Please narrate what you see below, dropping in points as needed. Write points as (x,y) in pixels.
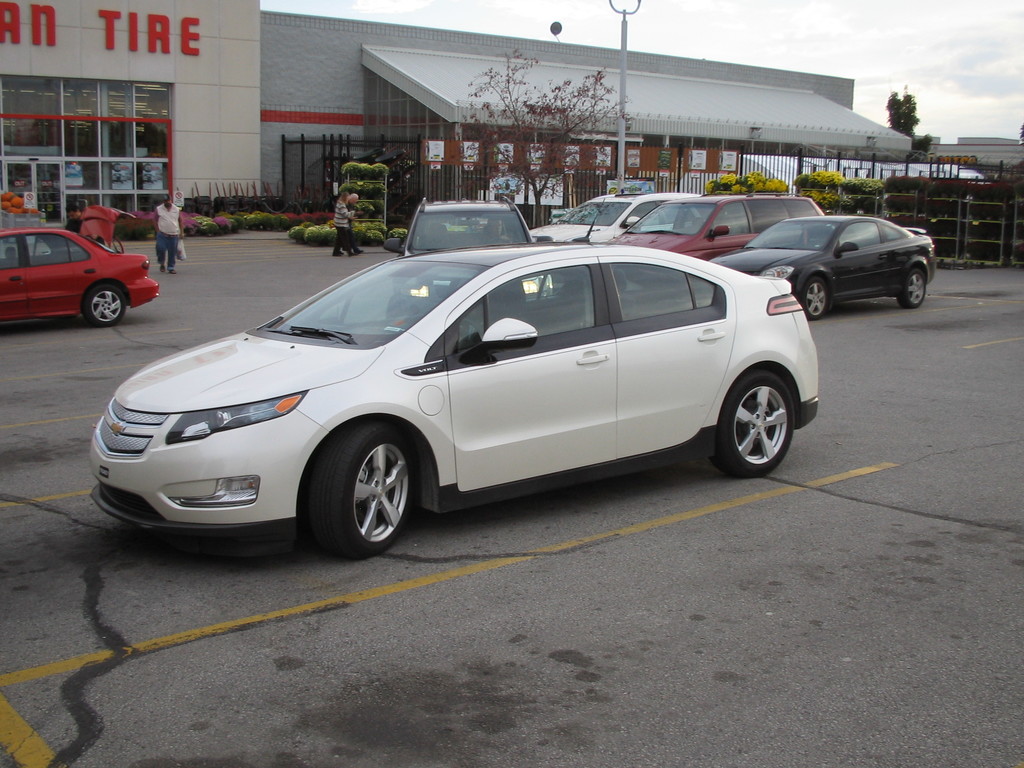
In this image, we can see cars (483,354) on the road (530,599) and in the background (177,140), there are sheds (650,140), trees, plants (770,184) and we can see people (352,217), one of them is holding a bag (182,246) and there is a pole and we can see a fence (654,173) and there are grilles (299,162). At the top (898,45), there are clouds (898,45) in the sky (838,49).
